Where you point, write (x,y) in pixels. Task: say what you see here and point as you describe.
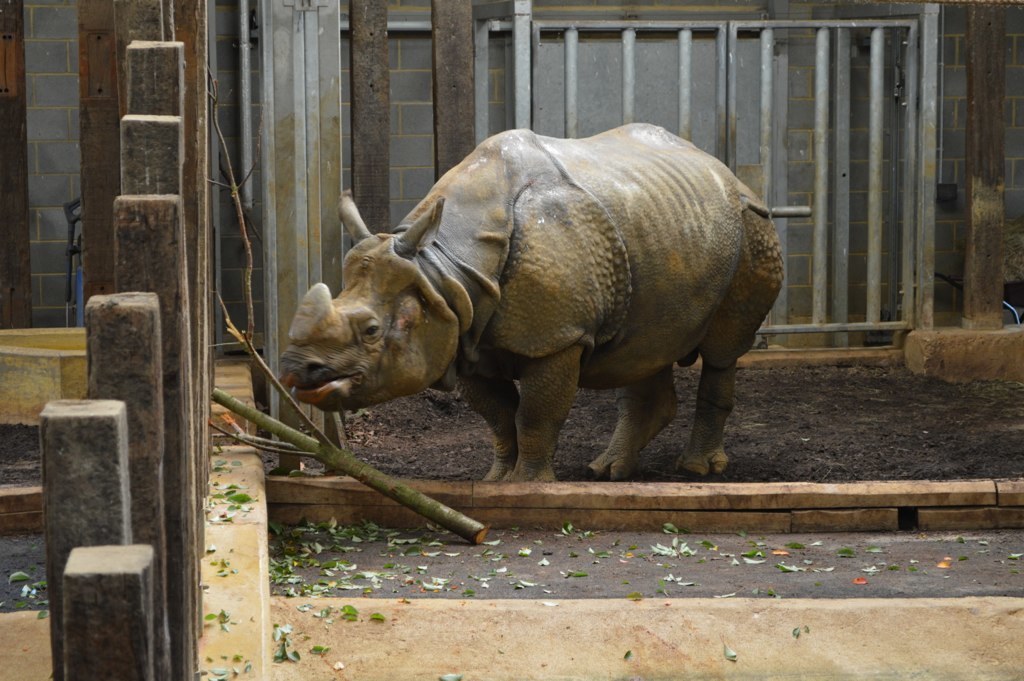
In this image there is a rhinoceros (472,335), there is soil (853,426), there are leaves (352,587) on the ground (517,560), there is a wooden pole (978,70) truncated towards the top of the image (988,23), there is a wooden fence (136,326), there is an object (66,357) truncated towards the left of the image (46,387), at the background of the image (504,113) there is the wall (34,251), there are metal rods (827,107).
